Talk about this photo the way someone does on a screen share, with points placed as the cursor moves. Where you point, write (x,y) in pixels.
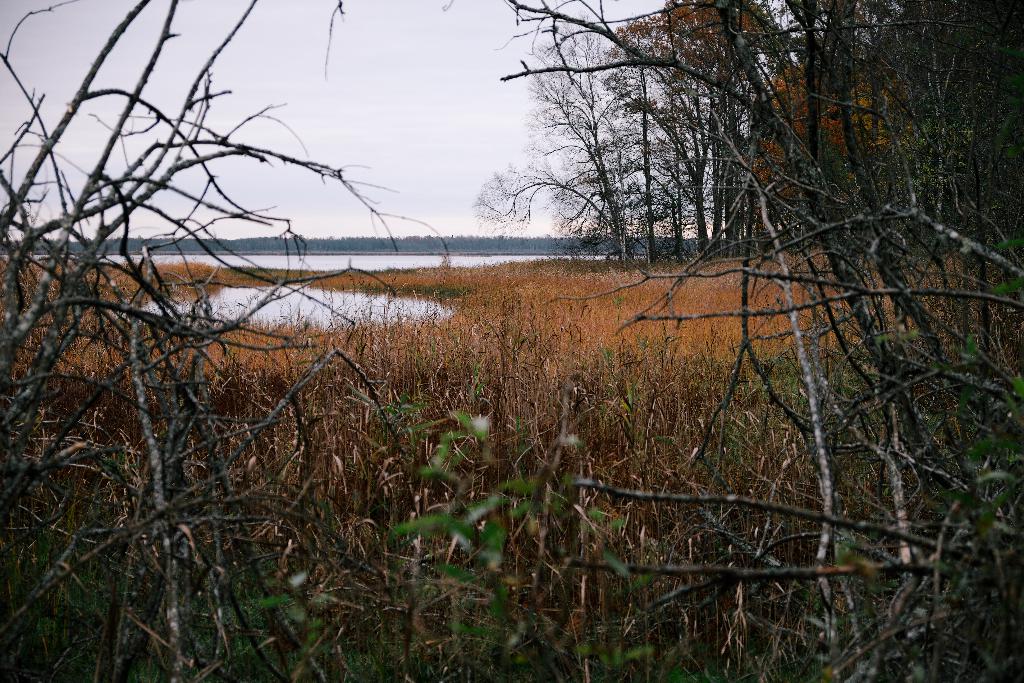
In this image in the foreground (595,457) there are some plants (526,454), and in the background (262,318) there is a lake (270,259) and some trees (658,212), plants (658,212). At the top of the image (193,109) there is sky (243,50).
